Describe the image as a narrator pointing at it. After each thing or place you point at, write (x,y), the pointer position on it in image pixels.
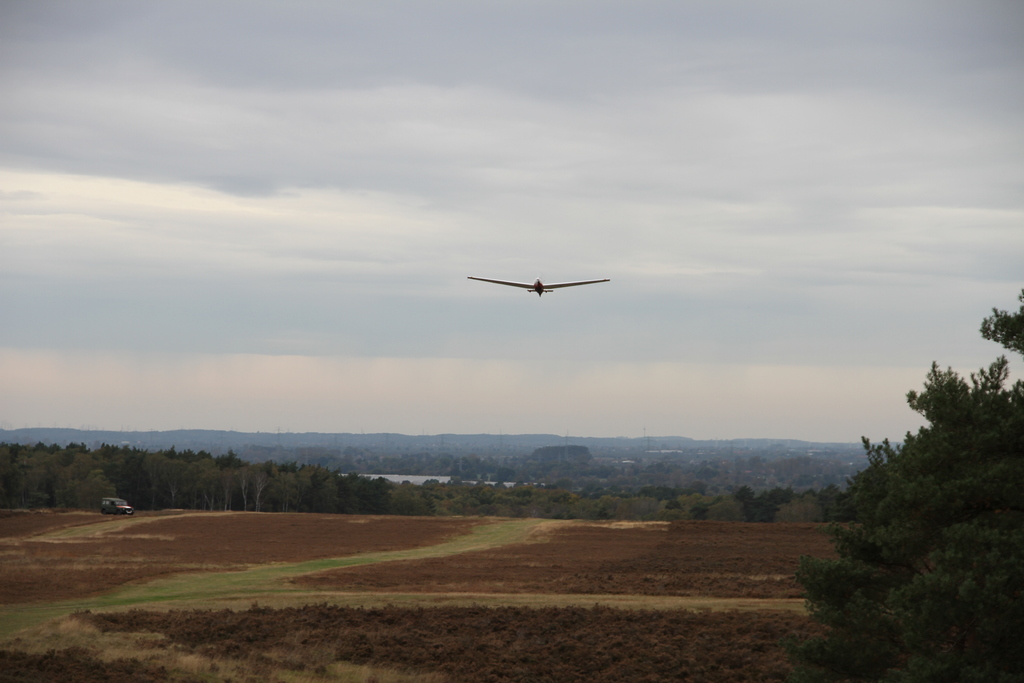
In this image, I can see the trees (59,472) and plants (713,572) on the ground (732,558). On the left side of the image (130,512), there is a vehicle (115,512). I can see an airplane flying in the sky (570,311).
